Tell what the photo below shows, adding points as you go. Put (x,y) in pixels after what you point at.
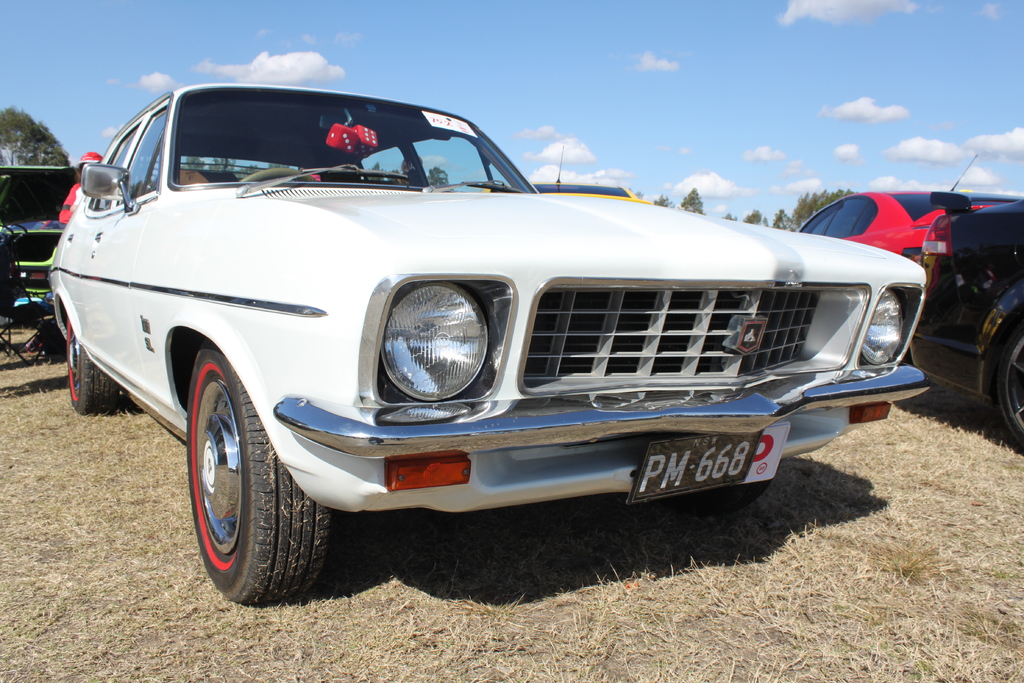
In this image in the center (439,242) there are some vehicles (339,389), and on the left side (24,319) there is a chair (19,302) at the bottom (592,570) there is grass (299,605). And in the background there are some trees (694,195), and at the top of the image (263,67) there is sky (280,42).
